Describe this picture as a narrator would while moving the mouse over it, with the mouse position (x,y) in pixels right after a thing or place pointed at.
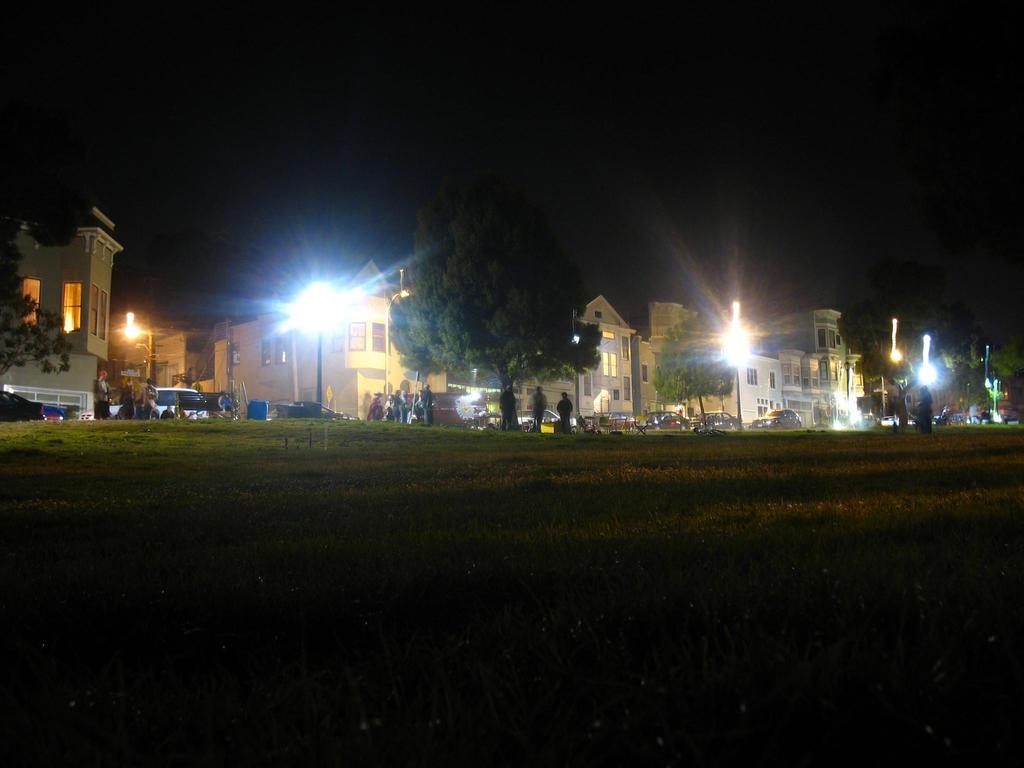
At the bottom of this image (843,514), there is grass (96,435) on the ground (132,440). In the background (36,357), there are trees (935,288), buildings (182,376), lights (291,310) attached to the poles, there are persons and vehicles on the ground (19,426). And the background (784,137) is dark in color.
